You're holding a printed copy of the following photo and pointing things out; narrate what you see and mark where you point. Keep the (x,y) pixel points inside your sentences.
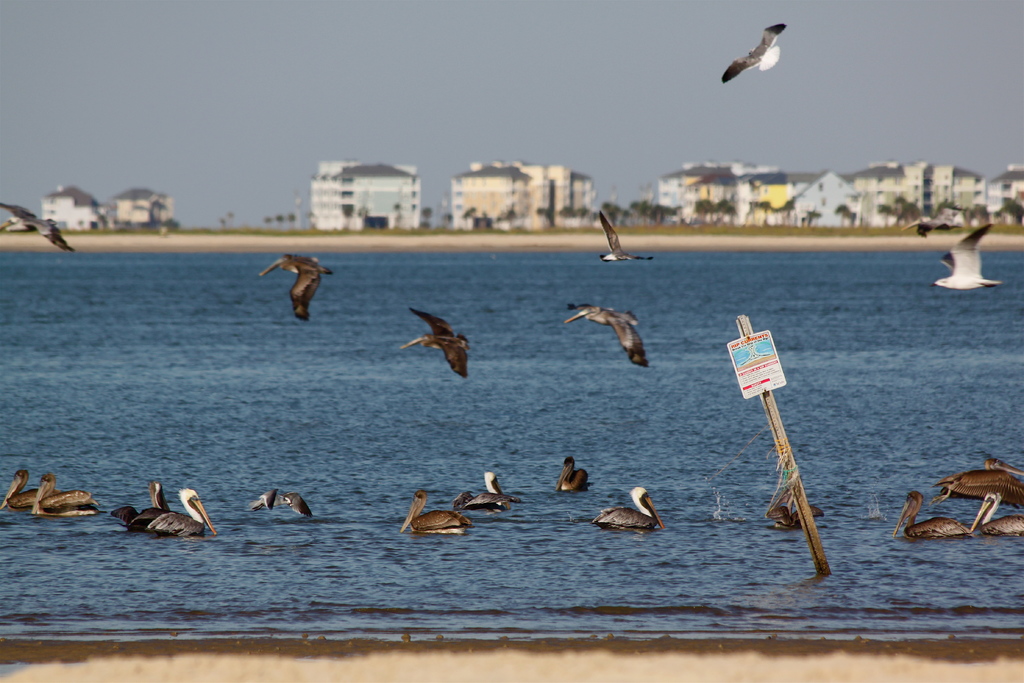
This image consists of birds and pelicans (431,518). At the bottom (426,490), there is water (600,389). In the background (693,201), there are buildings (889,190) along with trees (468,216). On the right (742,345), there is a board (755,374).
